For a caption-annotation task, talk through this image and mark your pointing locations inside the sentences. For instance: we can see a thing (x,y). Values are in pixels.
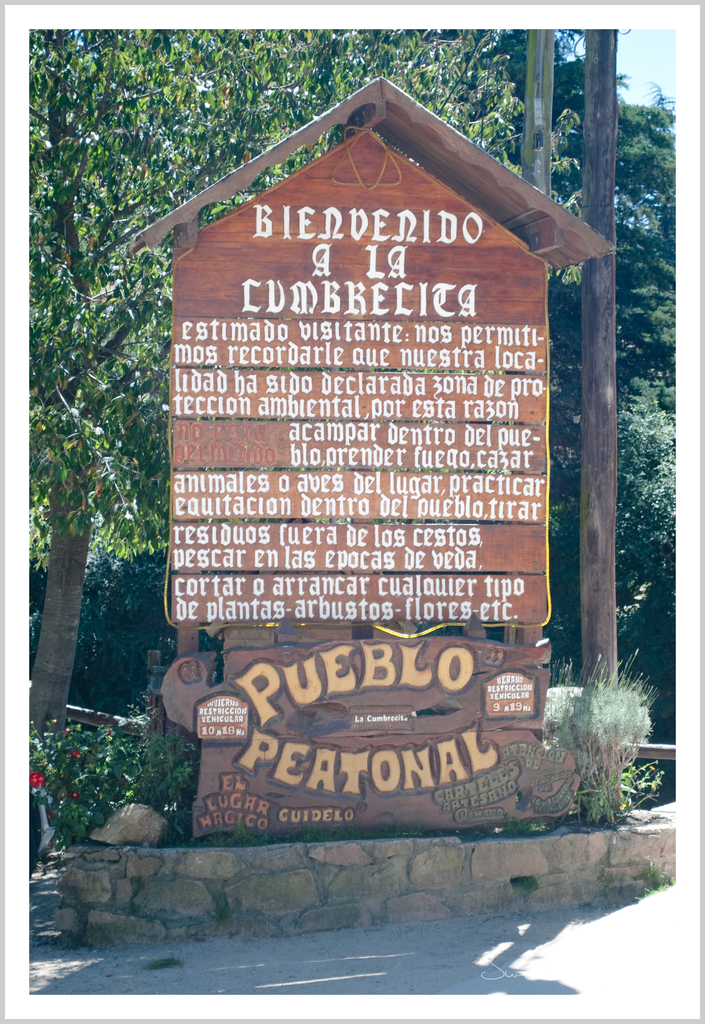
In this image I can see in the middle (394,412) there is a board (420,414) with text (416,441) written on it. At the back side (562,343) there are trees (551,343), at the top (658,65) it is the sky (665,62).
